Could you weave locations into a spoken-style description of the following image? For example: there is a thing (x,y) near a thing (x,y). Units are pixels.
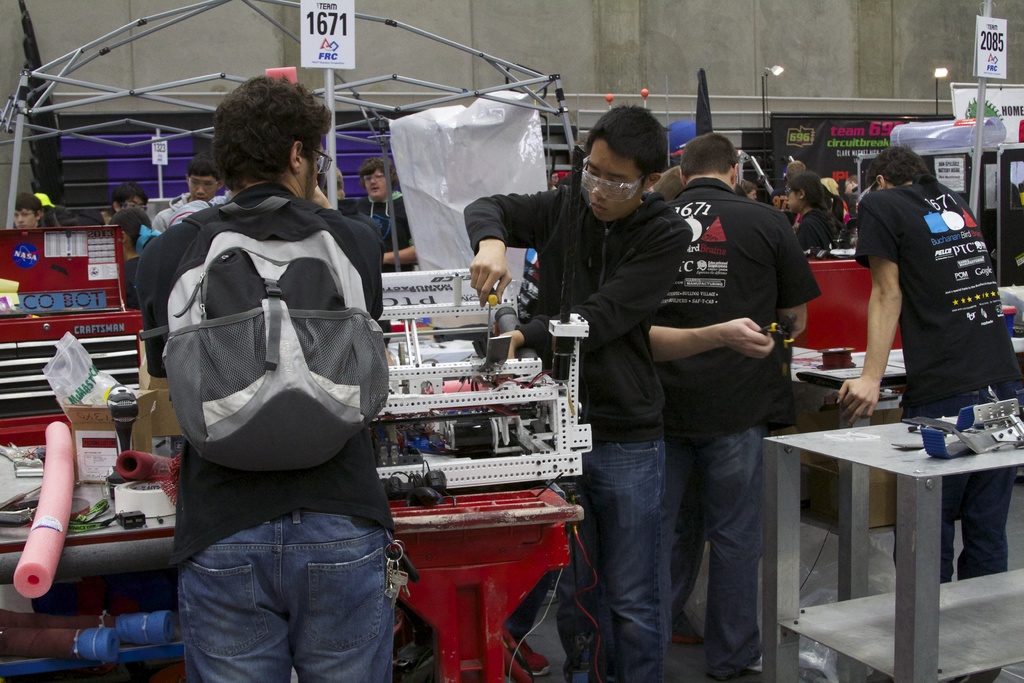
In this picture we have 2 persons (190,567) standing and fixing some objects (554,404), and another group of people (974,331) standing near the table (825,350) and in the table (952,667) we have some objects (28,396) and in the back ground (344,61) we have a name board (331,60), pole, and some iron pipes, and a light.
